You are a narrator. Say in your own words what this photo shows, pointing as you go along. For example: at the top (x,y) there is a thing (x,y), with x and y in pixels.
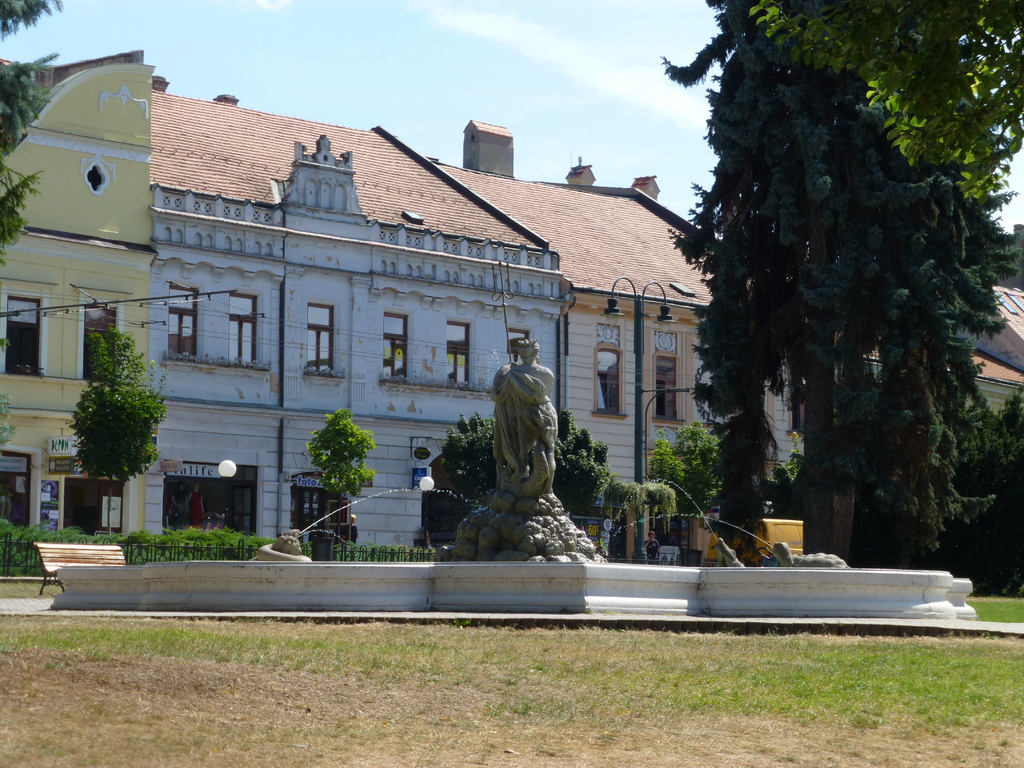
In this image there is a grassy land (487,703) in the bottom of this image (488,670) and there is a fountain (486,562) is on the top side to this land (541,632). There are some trees (581,459) in the background (844,464). There are some buildings (441,328) behind to these trees (479,428). There is a sky (444,57) on the top of this image (467,64). There is a bench (93,564) on the left side of this image (105,558).
